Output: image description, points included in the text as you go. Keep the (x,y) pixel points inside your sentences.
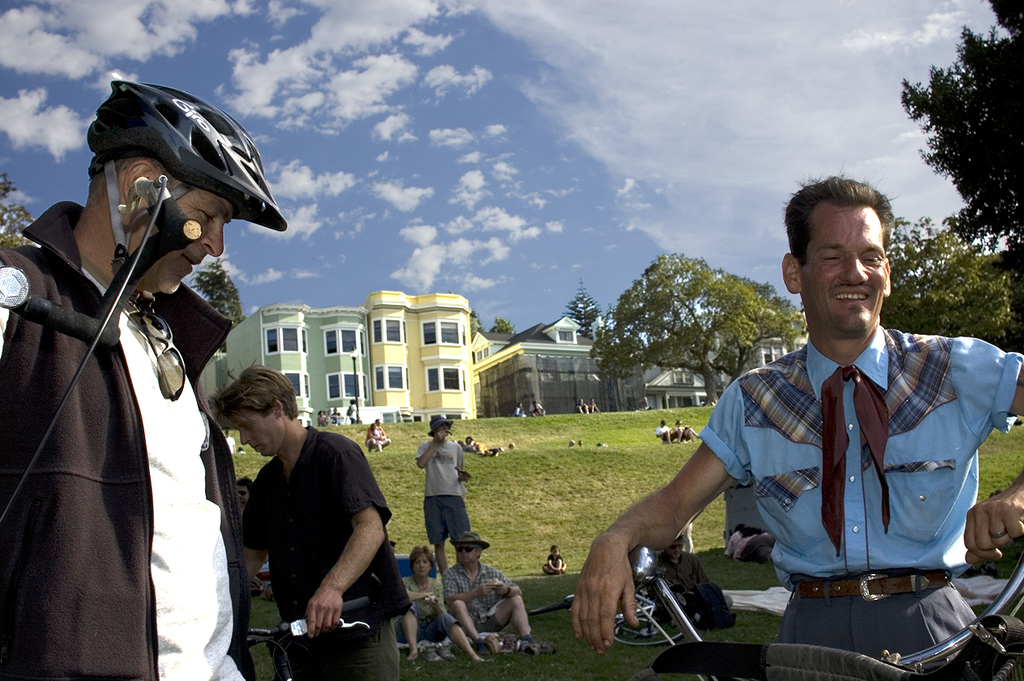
There is a person (331,512) who standing at the center (345,441) and he is holding a bicycle (283,625). There is other person (67,519) who is standing at the left corner (88,410) and he is wearing a helmet (193,146). There is a man (925,463) standing at the right corner (993,403). There is a couple (460,576) who are sitting on a grass (418,521). This is a building (434,395). This is a tree (707,286). This is a sky (594,123) with full of clouds (407,16).
